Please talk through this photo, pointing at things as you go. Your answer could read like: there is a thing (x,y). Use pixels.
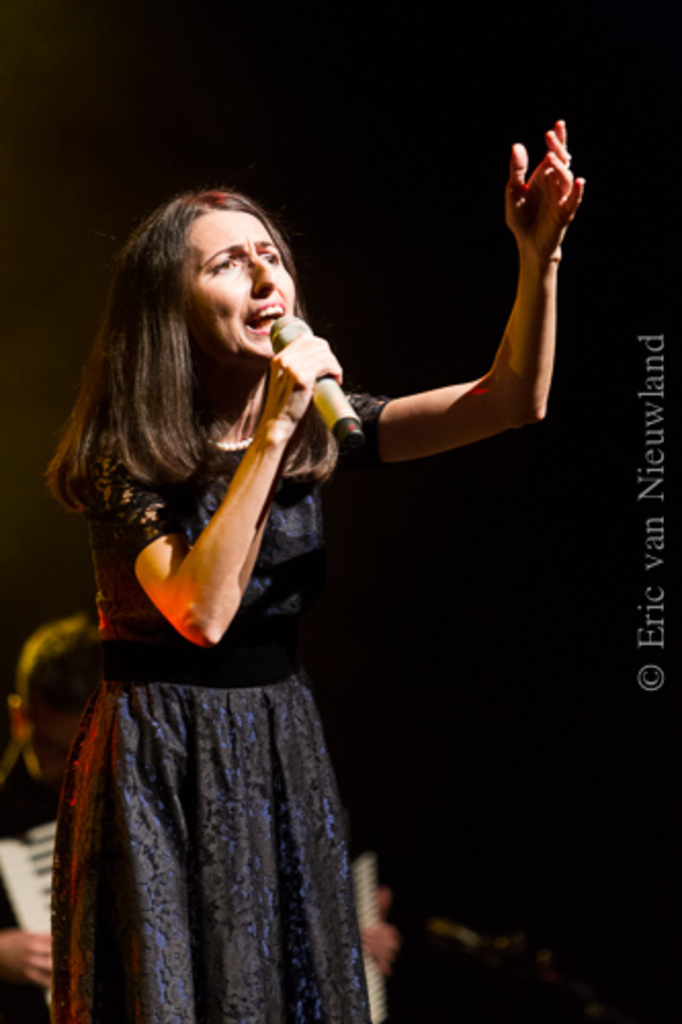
In this picture we can see a woman (240,573) is holding a microphone (293,332) and singing something and a person (38,817) is holding a musical instrument (35,865). Behind the people (99,842) there is the dark background (43,97). On the image there is a watermark (654,569).
